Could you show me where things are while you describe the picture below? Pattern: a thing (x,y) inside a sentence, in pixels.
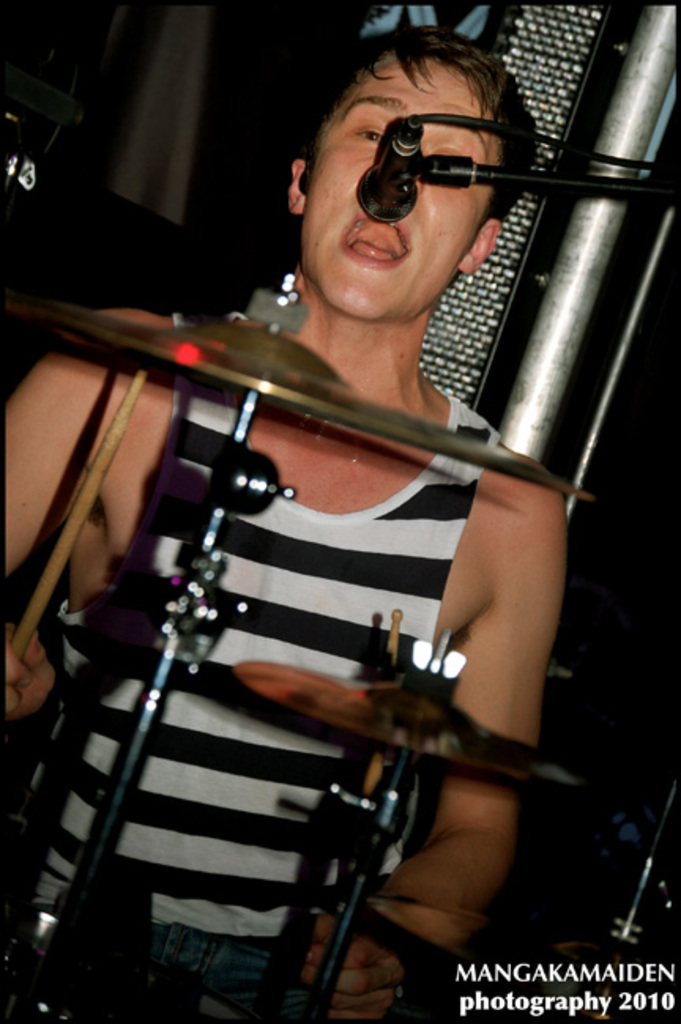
In this image we can see a person (258,552) standing holding the sticks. We can also see a mic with a stand (584,190) and some musical instruments (208,352) beside him. On the backside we can see a pole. On the bottom of the image (518,976) we can see some text (542,975).
